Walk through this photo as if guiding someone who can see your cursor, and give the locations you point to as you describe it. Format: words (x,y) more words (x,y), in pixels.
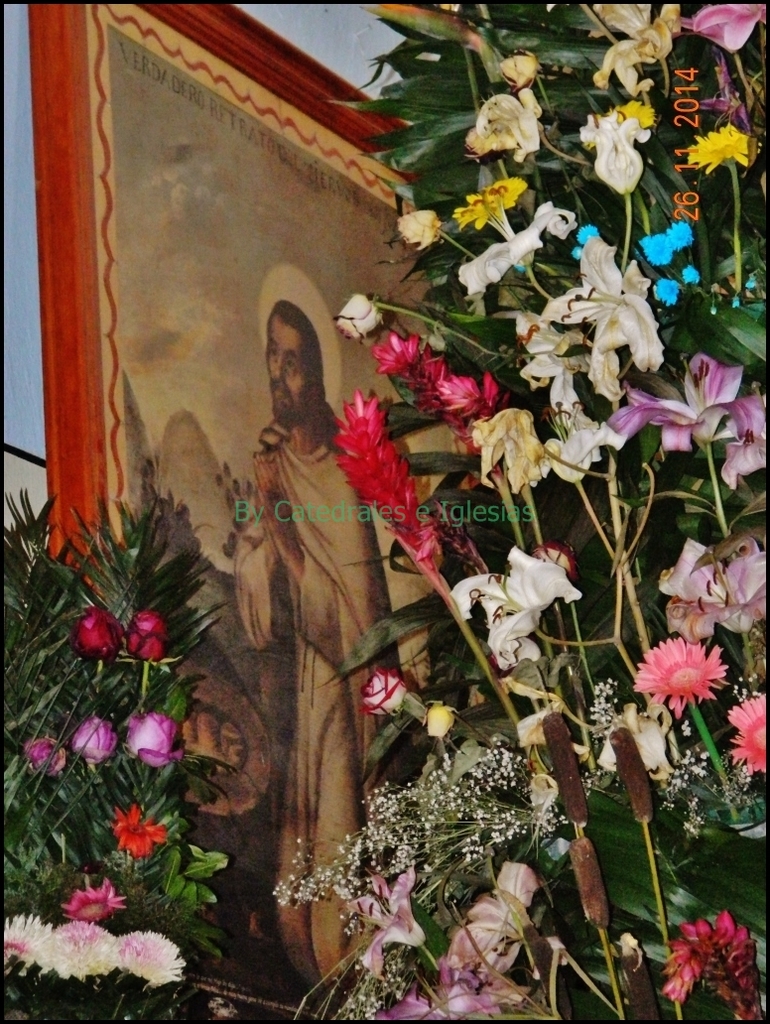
In this picture we can see photo frame (313,302) which is on the wall (19,511). Here we can see a person (325,732). On the right (758,604) we can see different type of flowers (492,471) in a bouquet (597,792). On the left (146,551) we can see plant (122,659) near to the wall (8,523). On the top right corner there is a watermark (693,84).
